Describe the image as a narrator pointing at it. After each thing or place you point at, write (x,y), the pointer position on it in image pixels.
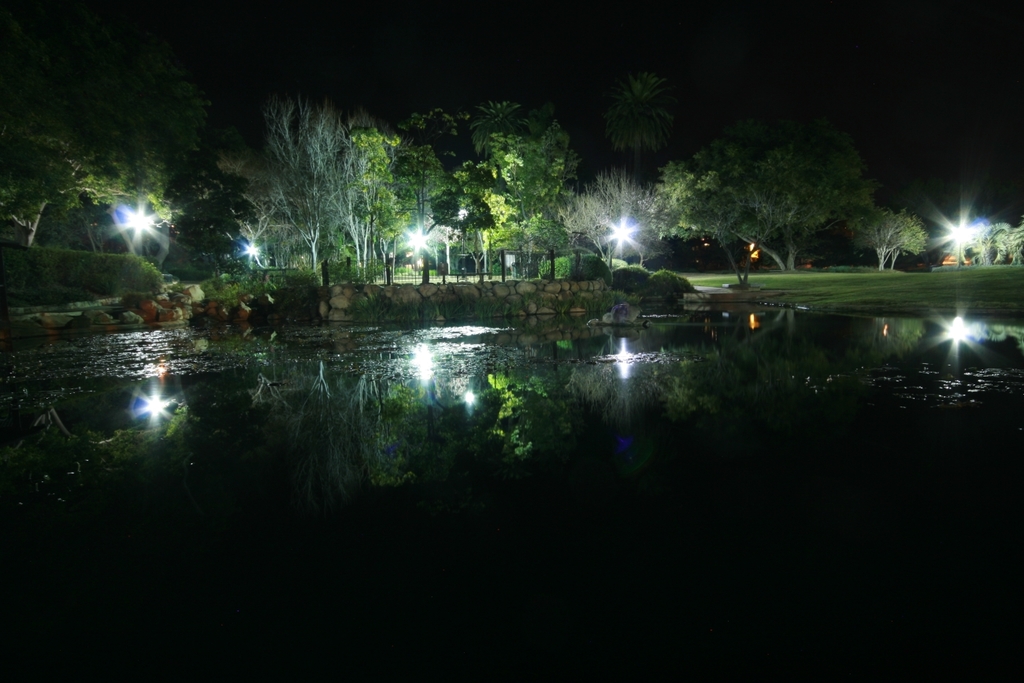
In this image there is a railing (498,264), lights (630,234), trees (172,234), grass (892,277), rocks (506,289), water (521,357) and dark sky (767,72). Land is covered with grass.
